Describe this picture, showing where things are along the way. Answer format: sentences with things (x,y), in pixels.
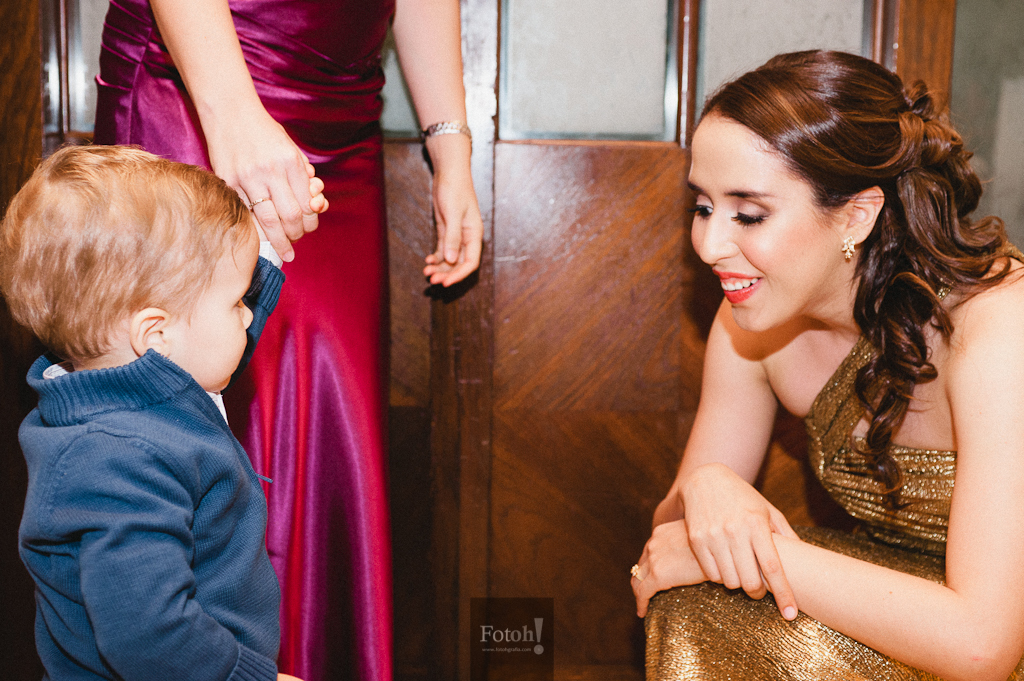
In this image there is a boy (131,505) wearing a blue jacket (129,555). Beside there is a person (348,293) standing near the wall (551,277). Right side (1008,615) there is a woman (801,625).
